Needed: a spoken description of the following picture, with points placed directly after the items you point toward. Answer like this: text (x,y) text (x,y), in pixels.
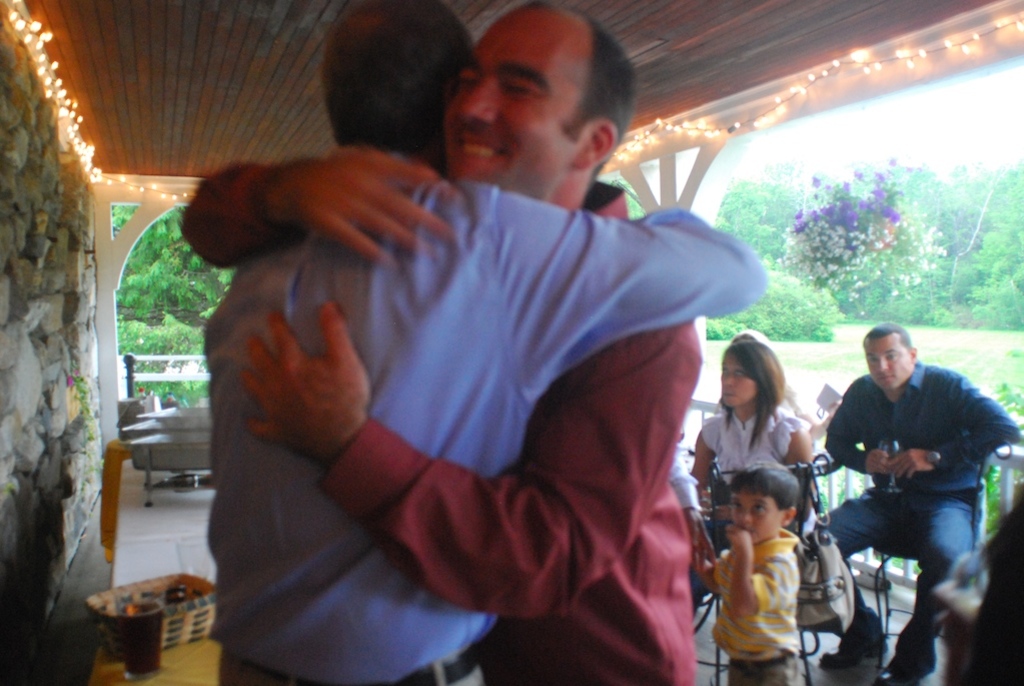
In this image in front (298,584) there are two persons (309,278) hugging each other. Behind them there is a table (101,672) and on top of the table (115,661) there are few objects (156,613). On the right side of the image (948,549) there are people (879,542) sitting on the chairs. On the left side of the image (61,271) there is a wall (81,472). There are lights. In the background of the image (927,105) there are trees (762,249) and sky (911,112). At the bottom of the image (77,587) there is a floor (77,606).
